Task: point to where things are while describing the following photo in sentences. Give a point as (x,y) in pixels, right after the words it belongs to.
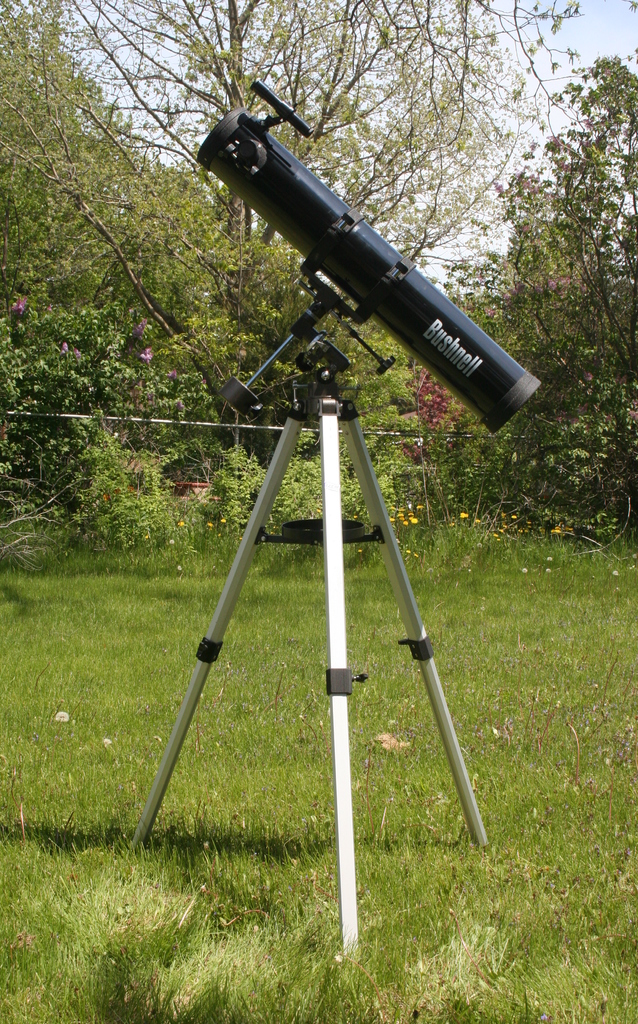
In this image we can see a telescope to a stand (288,440) and the stand (434,707) is in the grass (260,615), there are few trees (326,18), a few flowers (391,521), few plants (419,541).
